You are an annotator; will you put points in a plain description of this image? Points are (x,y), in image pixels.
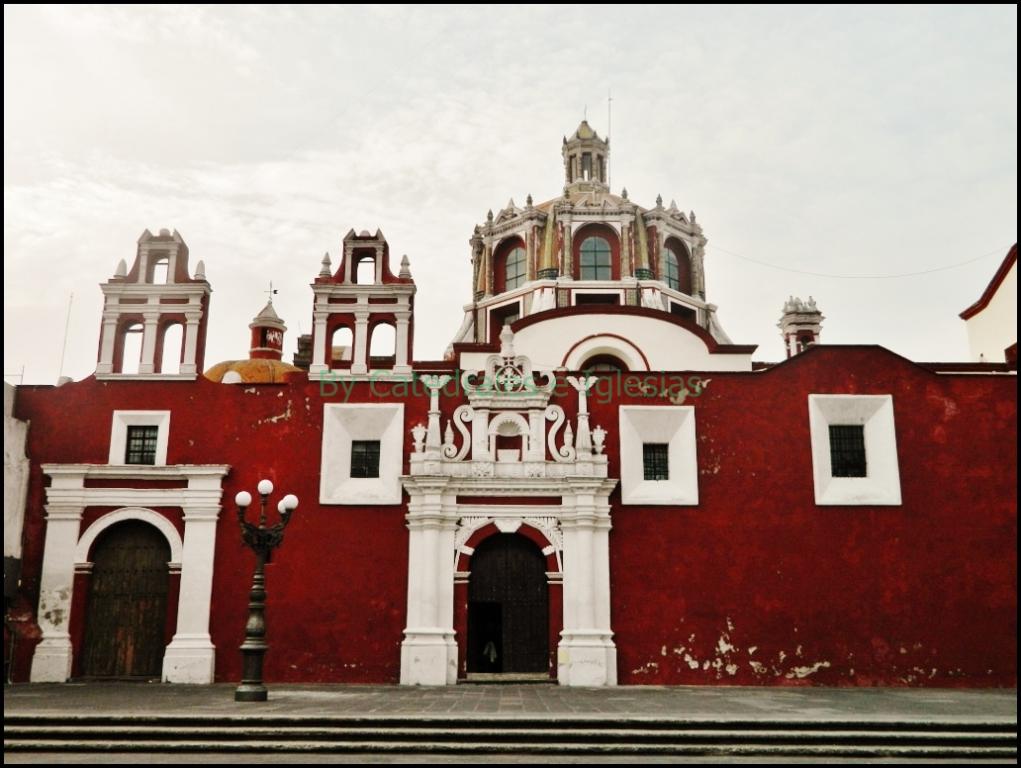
In this image it seems like a palace (424,482). In front of it there are steps (443,726) on which there is a pole (252,650) to which there are lights (247,504). At the top (345,60) there is the sky (334,88).
